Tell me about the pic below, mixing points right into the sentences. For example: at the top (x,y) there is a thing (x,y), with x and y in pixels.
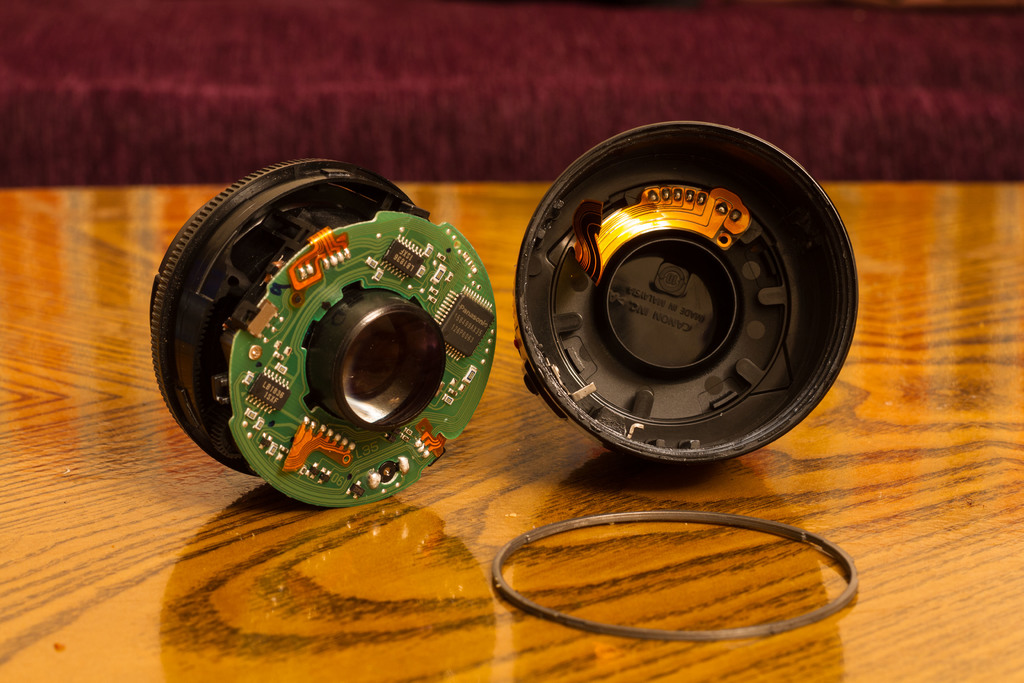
In this picture we can see an electronic equipment (442,314) here, there is a circuit board (275,348) here, we can see a rubber band (519,604) here, at the bottom (366,579) there is a wooden surface (222,596).
